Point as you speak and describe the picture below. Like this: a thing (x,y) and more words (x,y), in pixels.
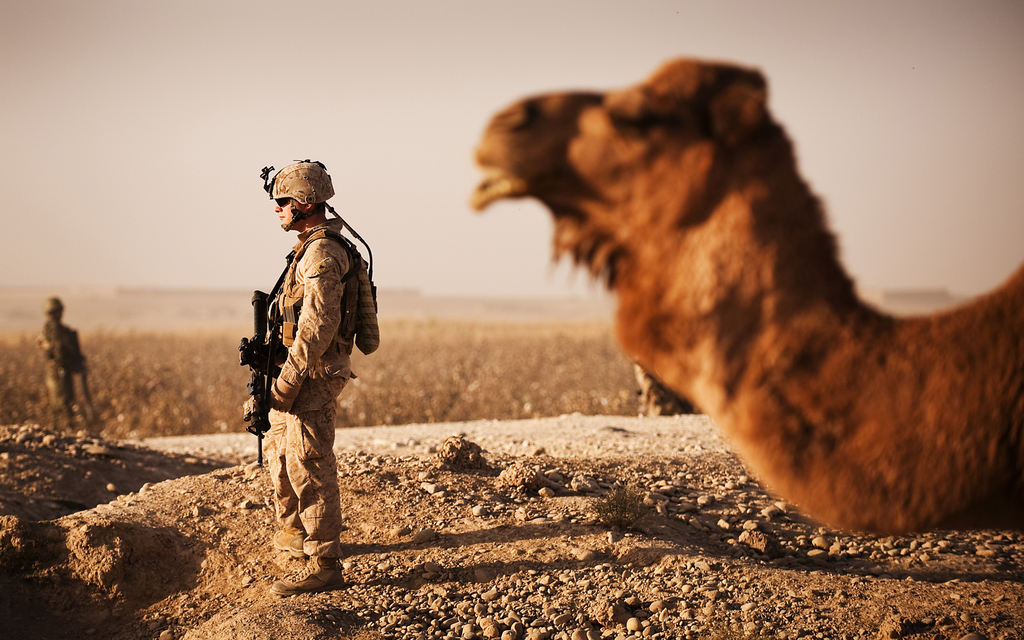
In this image on the left side (62,334) we can see two persons (78,346) are standing on the ground (113,364) by holding guns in their hands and they have helmets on their heads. On the right side (711,296) we can see camel (641,349). We can see stones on the ground (246,441). In the background (360,176) we can see the sky (449,192).
